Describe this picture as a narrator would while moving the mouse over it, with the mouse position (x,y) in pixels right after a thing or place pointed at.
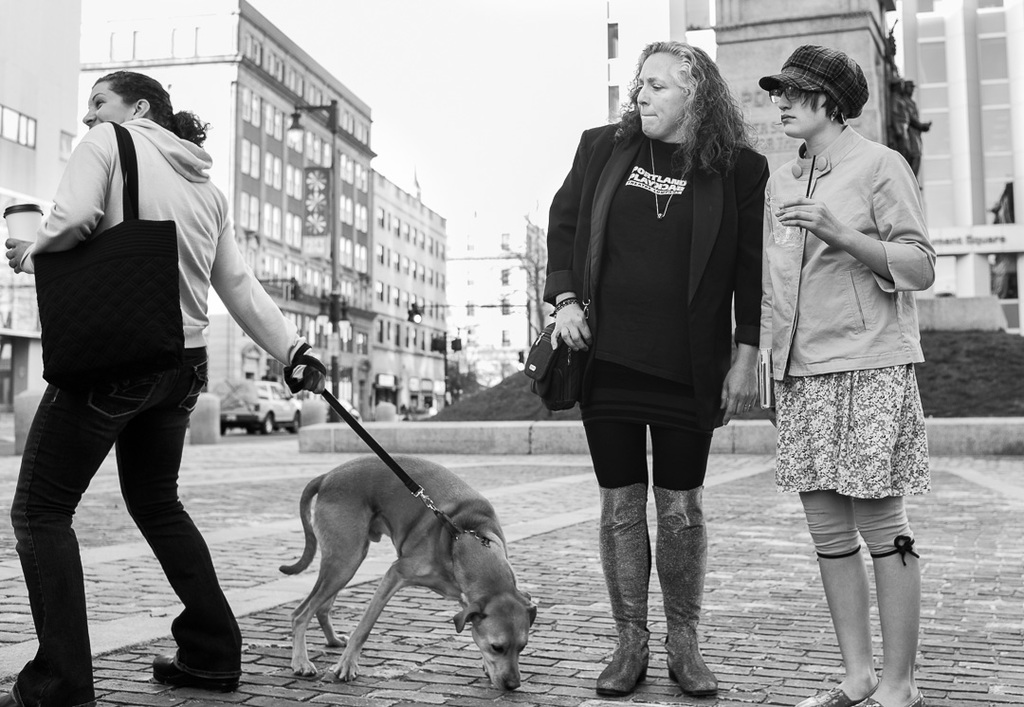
There are two woman (728,399) standing on the right side of the image (840,338) and there is a third woman (72,448) holding a bag (116,306) on her shoulder (97,131), holding a dog (383,520) in her other hand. In the background (359,409) there are some cars (297,396), buildings (350,248) and sky (403,75) here.
